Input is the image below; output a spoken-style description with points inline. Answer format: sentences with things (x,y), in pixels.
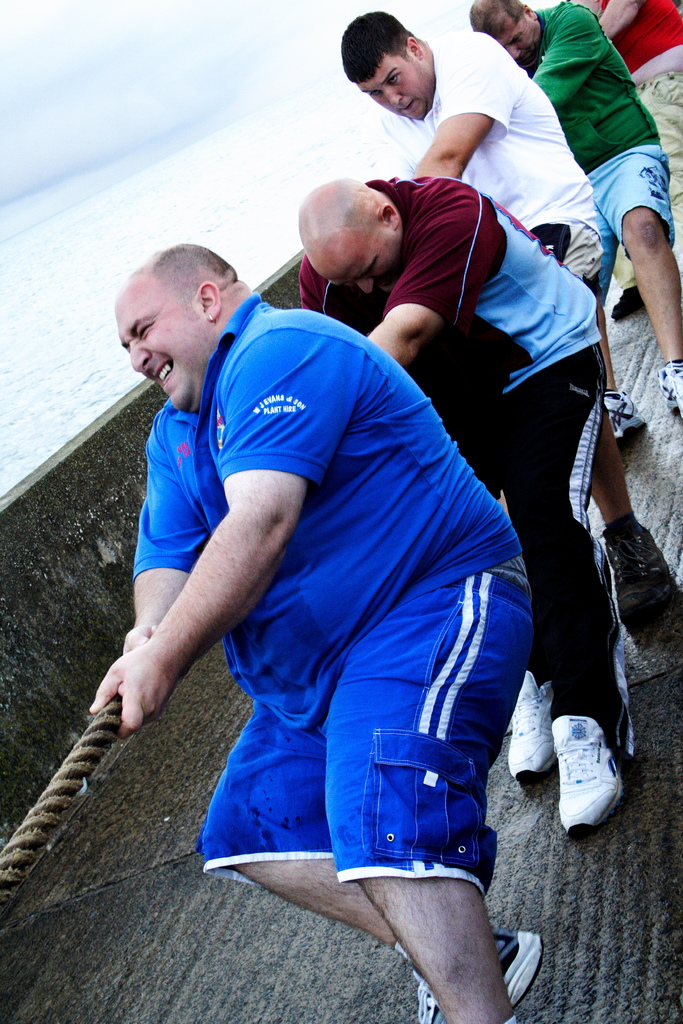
This image is taken outdoors. At the top of the image (80,98) there is the sky (93,103) with clouds (125,112). In the background (140,215) there is a sea (118,280) with water (162,233). At the bottom of the image (155,927) there is a concrete surface (190,801). In the middle of the image (385,469) a few people (450,303) are standing on the surface (152,812) and they are holding a rope (91,729) in their hands (119,666).
